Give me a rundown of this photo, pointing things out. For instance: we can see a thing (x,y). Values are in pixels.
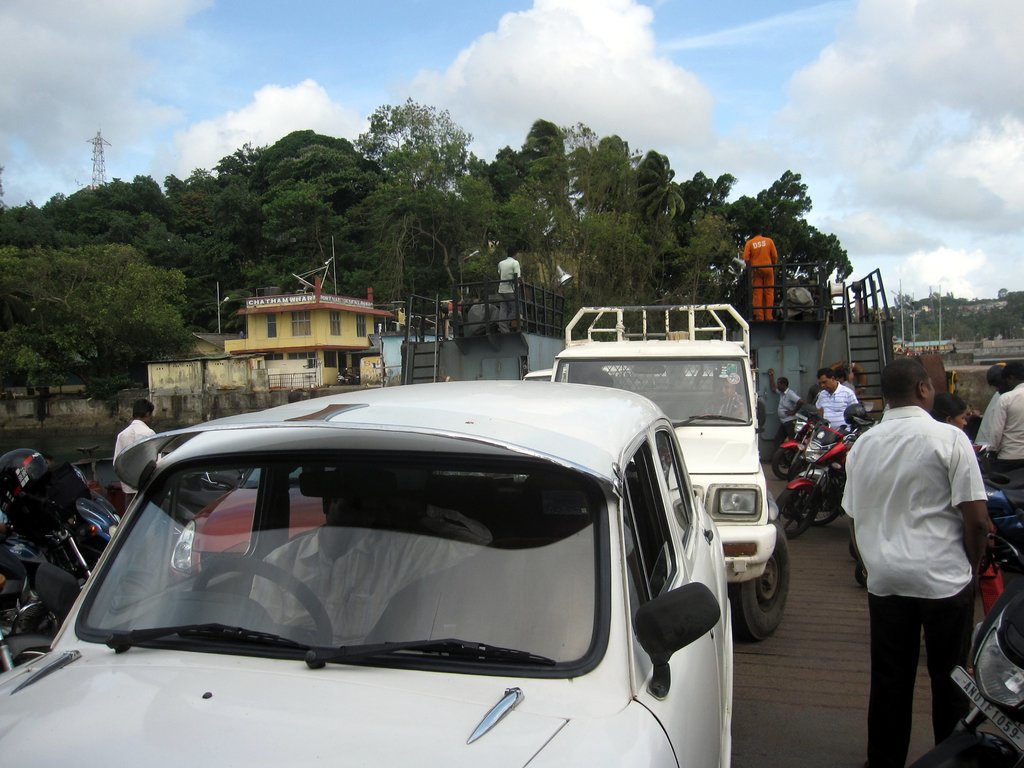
As we can see in the image there is a current pole (97,138), sky (358,52), trees (302,199), buildings (335,309), motorcycles (826,497), cars (549,464) and few people (515,250) standing here and there.
